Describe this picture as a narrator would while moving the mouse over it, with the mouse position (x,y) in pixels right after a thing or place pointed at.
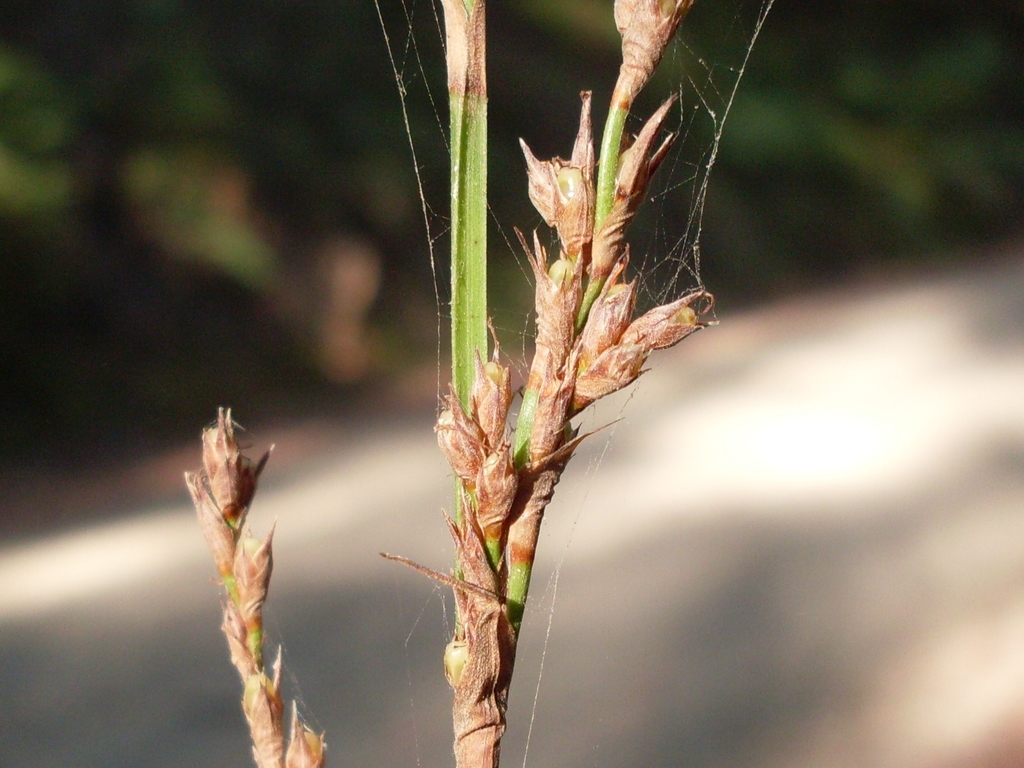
In this image we can see a plant (466,401). In the background of the image (426,485) there is a blur background (47,450).
